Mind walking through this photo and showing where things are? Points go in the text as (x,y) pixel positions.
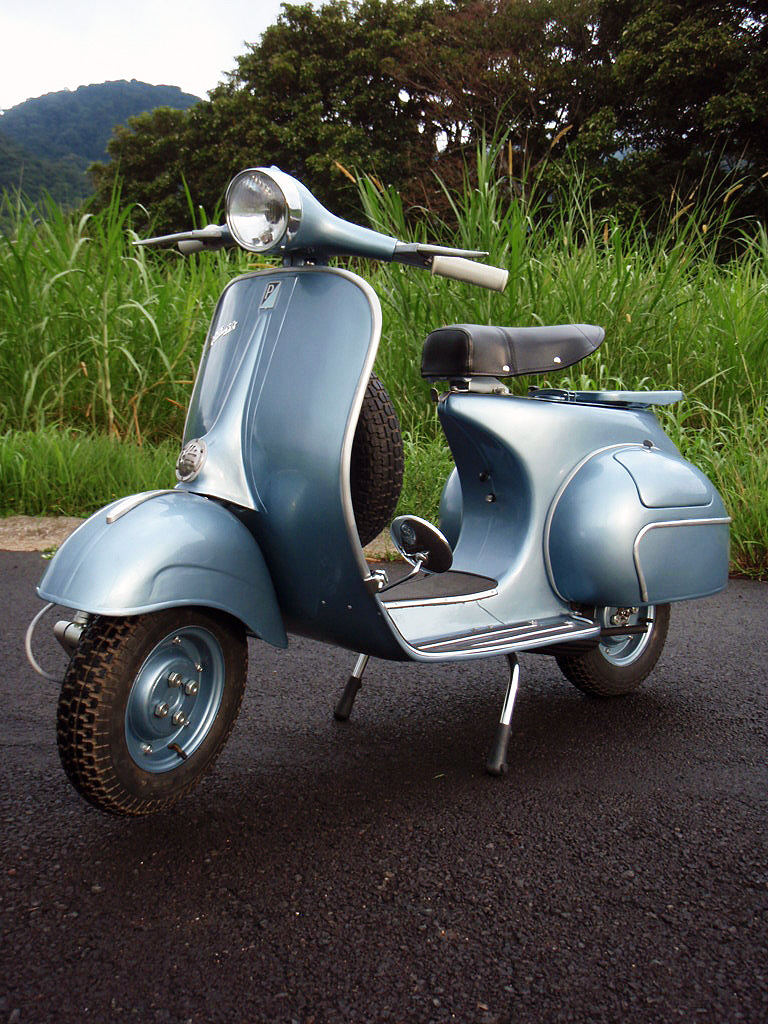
This picture is clicked outside. In the center (355,594) we can see a vehicle (534,349) is parked on the ground (623,818) and we can see the green grass (170,364), plants (607,265) and trees (588,71). In the background (110,32) we can see the sky (109,52) and the trees (123,156).
